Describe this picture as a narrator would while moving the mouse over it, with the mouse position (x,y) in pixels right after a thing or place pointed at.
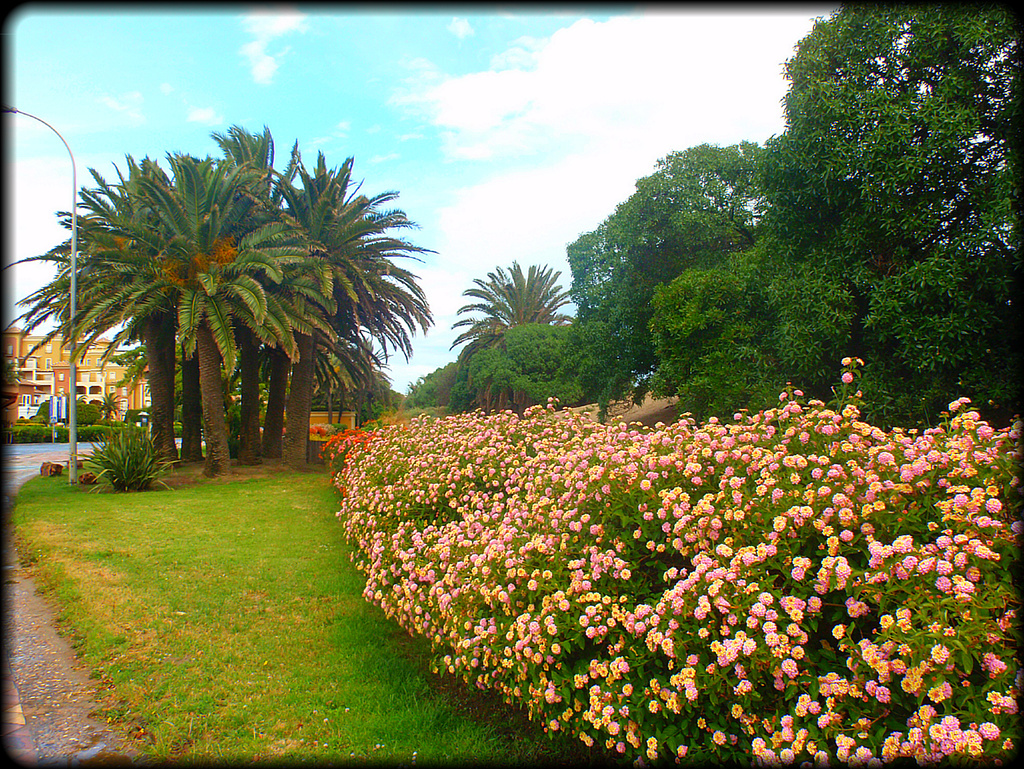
In this image we can see some grass (211,624), flowers (459,560) which are grown to the plants (491,458) and in the background of the image (373,401) there are some trees (373,401), street light poles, road (56,447) and some buildings (85,399) and top of the image (442,132) there is cloudy sky (432,112).
